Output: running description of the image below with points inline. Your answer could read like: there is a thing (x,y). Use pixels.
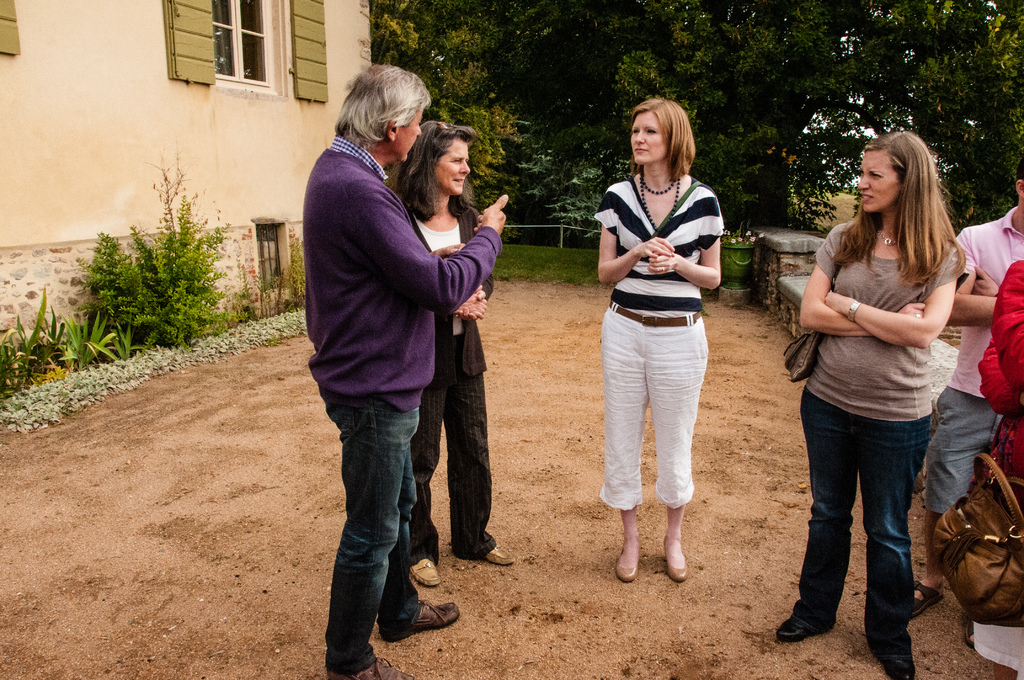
This image consists of six persons (467,350). At the bottom (607,618), there is ground (483,612). On the left (198,322), we can see small plants (111,270) and a building (147,98) along with windows (225,30). In the background (836,78), there are many trees (981,123). On the right (1005,454), we can see a person (1023,473) wearing a bag (1008,584).
